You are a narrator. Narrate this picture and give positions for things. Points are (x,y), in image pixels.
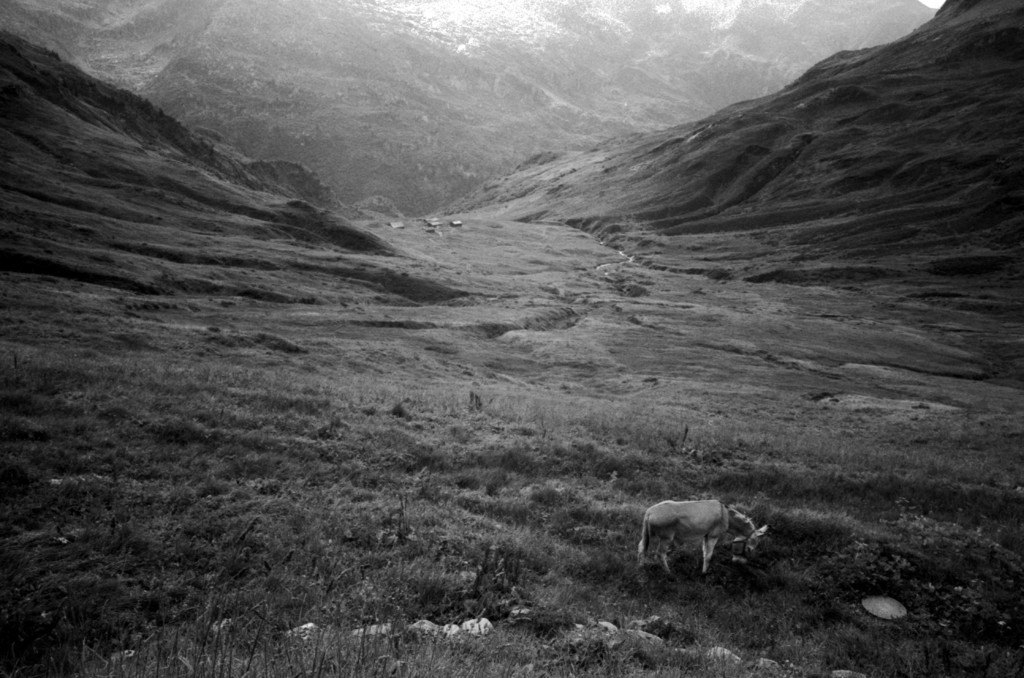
In this image in the front (698,508) there is an animal (703,545) standing and there's grass (380,467) on the ground (379,454). In the background (526,138) there are mountains (682,156).
